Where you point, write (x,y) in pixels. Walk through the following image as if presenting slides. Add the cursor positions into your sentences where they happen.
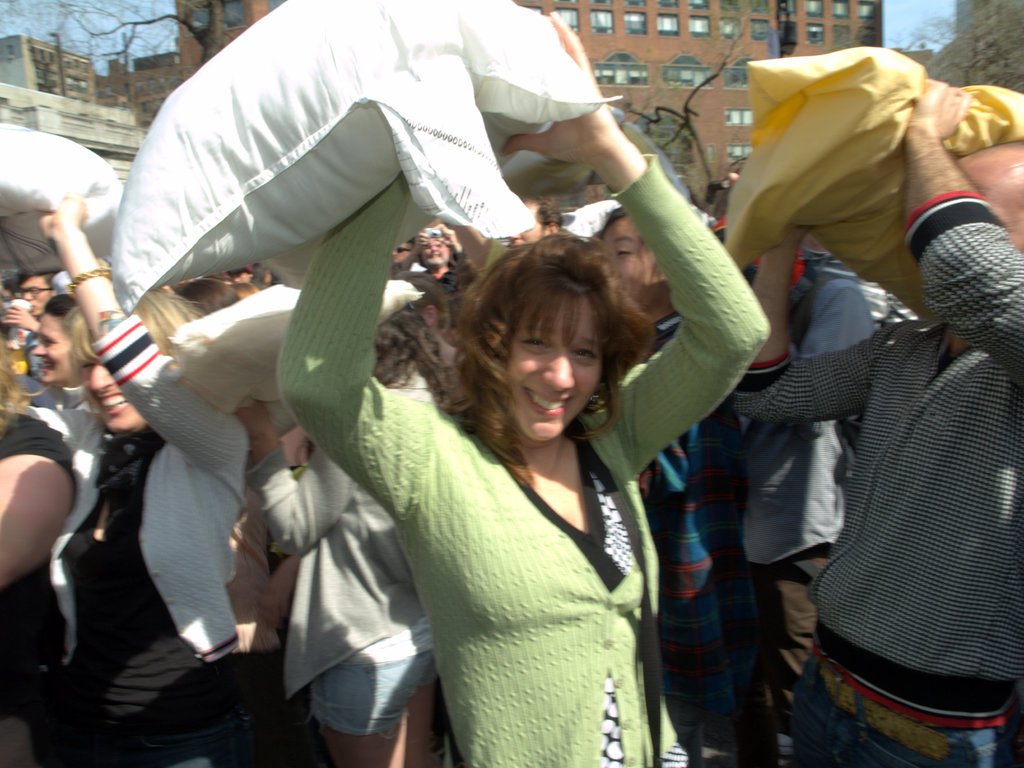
In this picture there are few persons (392,559) holding an object (516,159) in their hands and there are few buildings (642,28) and dried trees (193,28) which has no leaves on it is in the background (978,22).
